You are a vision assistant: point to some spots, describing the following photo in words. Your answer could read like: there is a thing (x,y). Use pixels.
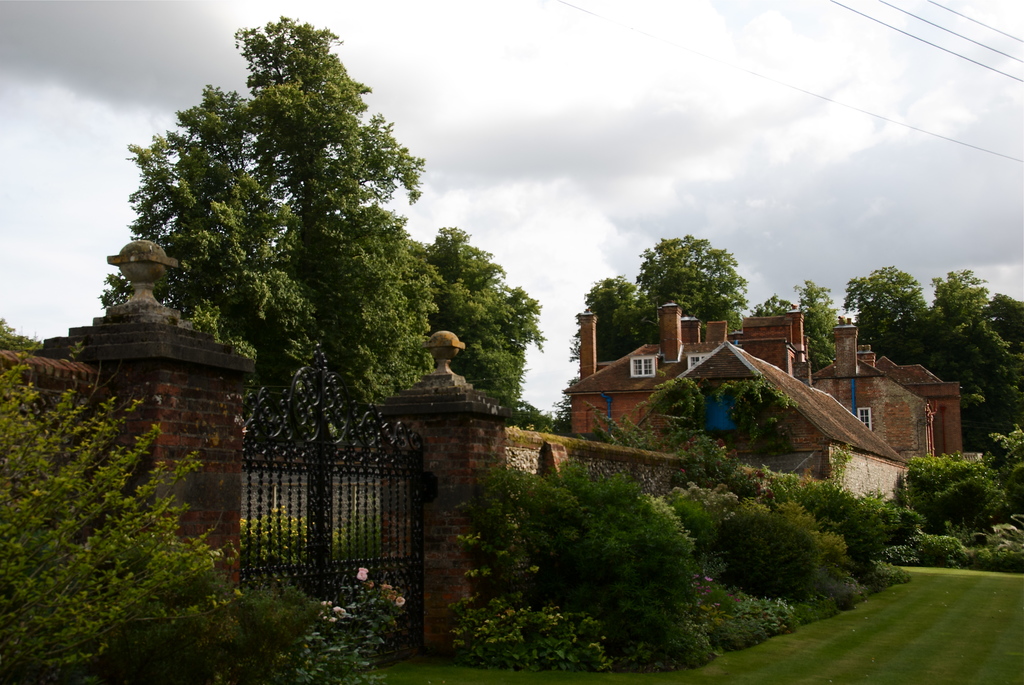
Here there is a gate (321,520). this is the boundary (615,462). Outside the boundary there are many trees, plants (585,585). Here there is a building (816,436). In the background (446,300) there are trees (458,284). The sky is cloudy.
